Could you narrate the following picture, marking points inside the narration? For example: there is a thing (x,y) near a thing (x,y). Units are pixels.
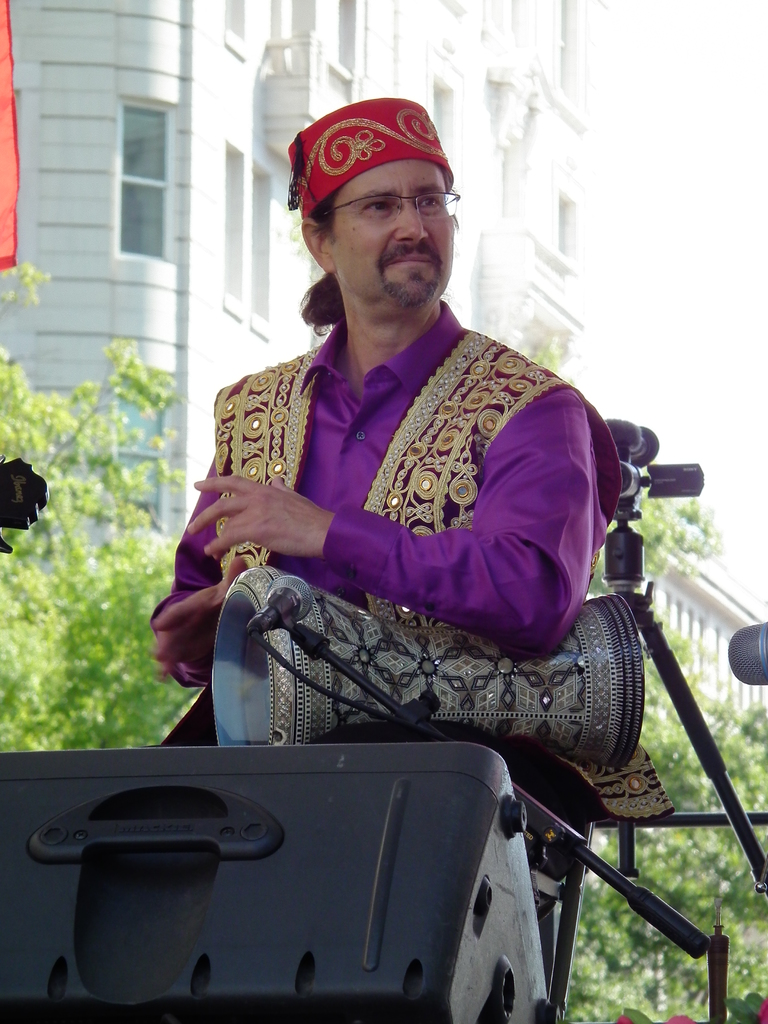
In this image we can see a man (504,551) and a musical instrument (304,696). In front of him we can see a mic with a stand (551,931). Behind the person (441,572) we can see a camera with stand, trees (648,532) and a building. At the bottom (199,846) we can see a black object (87,848).
